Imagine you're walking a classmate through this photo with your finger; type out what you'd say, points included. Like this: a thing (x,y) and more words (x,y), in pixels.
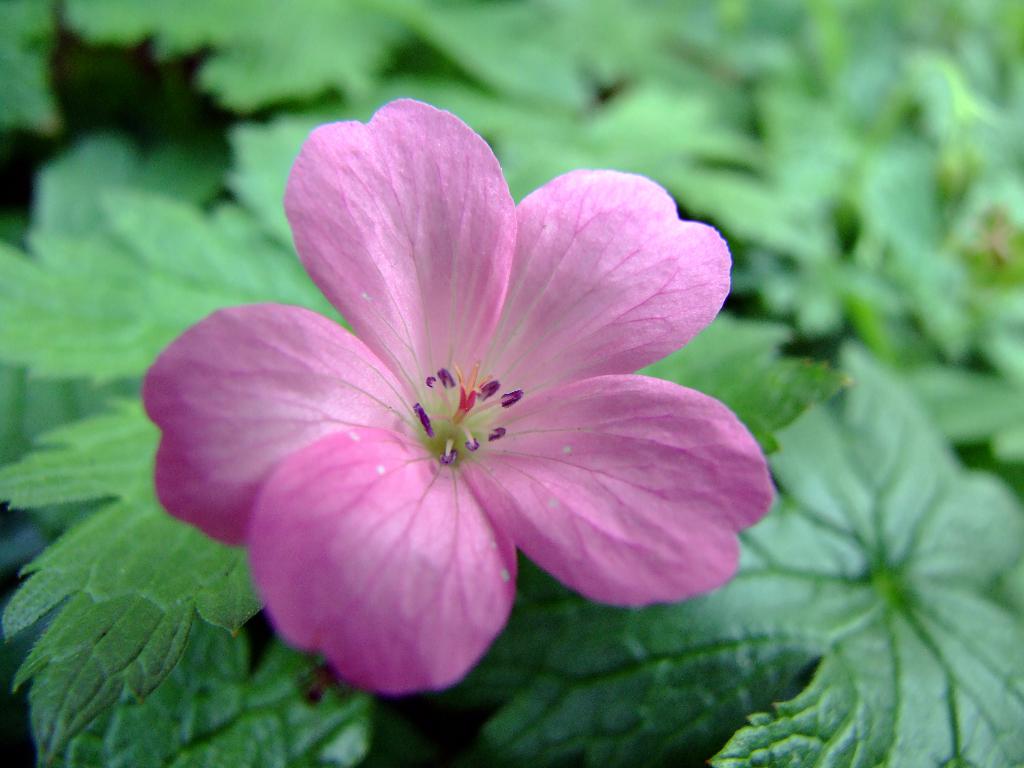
In the foreground of the image (419,454) there is a flower (439,375). In the background of the image (285,261) there are plants (117,365).
